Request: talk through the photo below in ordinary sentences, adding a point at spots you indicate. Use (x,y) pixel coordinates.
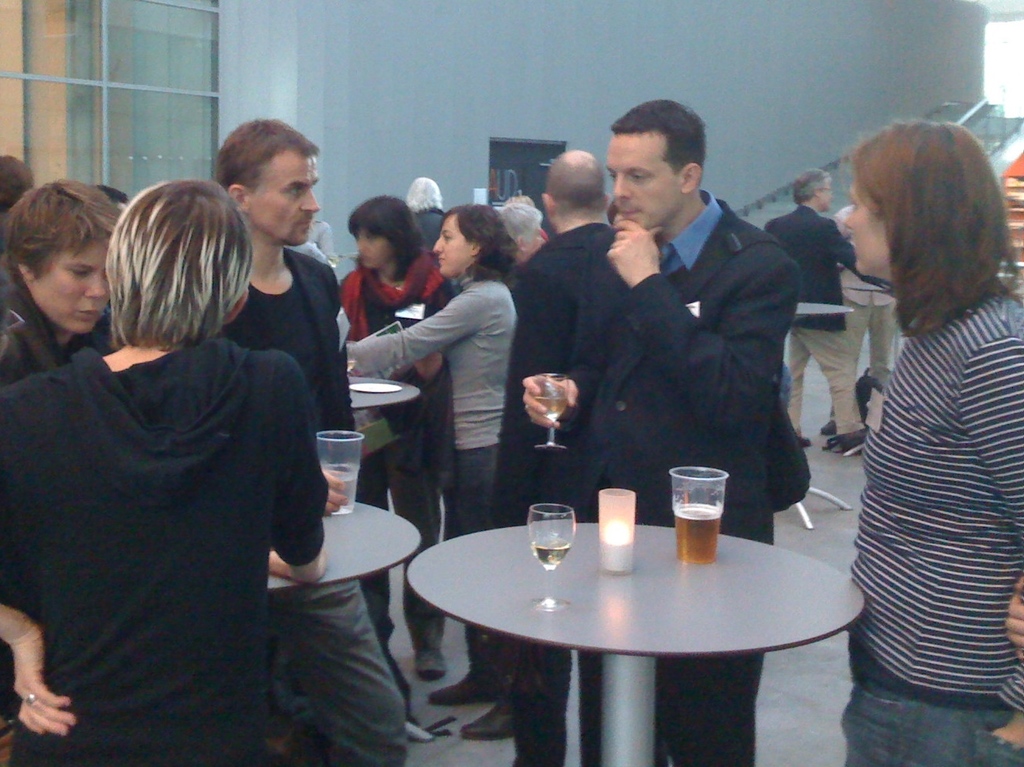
In the image we can see there are people (520,240) who are standing and a person (596,478) is holding wine glass (545,399) in his hand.
